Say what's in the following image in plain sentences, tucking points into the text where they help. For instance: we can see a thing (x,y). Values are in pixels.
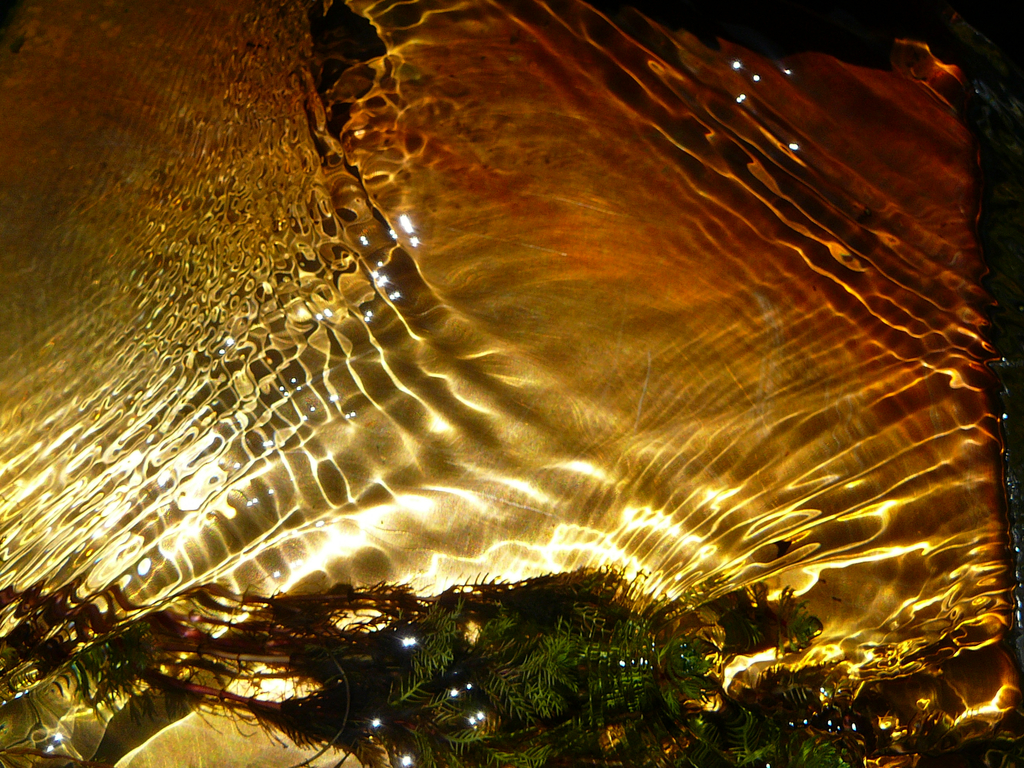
In the image there is water (492,240) flowing and in the front (406,676) it seems to be a plant (331,696) in it.
